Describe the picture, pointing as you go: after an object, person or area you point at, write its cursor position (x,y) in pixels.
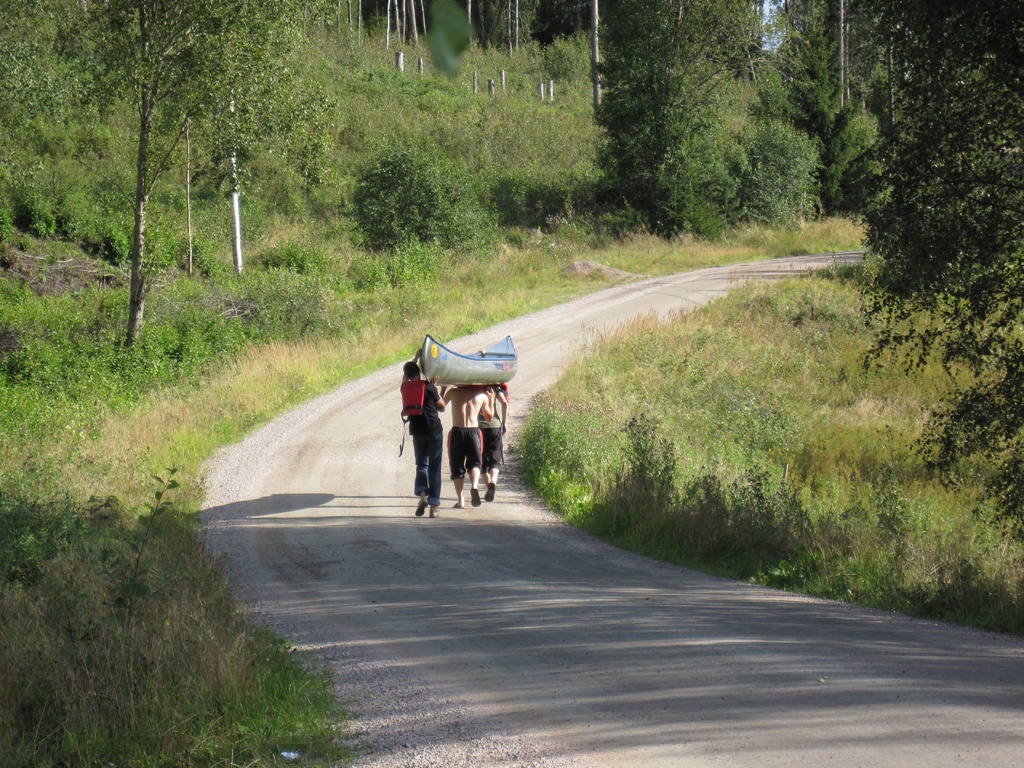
In this picture there is a road (440,532) in the center (609,304). On the road (522,368), there are three men (474,483) moving towards the north and holding the boat (508,378) on their shoulders (469,392). On either side of the road (618,317), there are plants (399,278) and trees (636,187).
